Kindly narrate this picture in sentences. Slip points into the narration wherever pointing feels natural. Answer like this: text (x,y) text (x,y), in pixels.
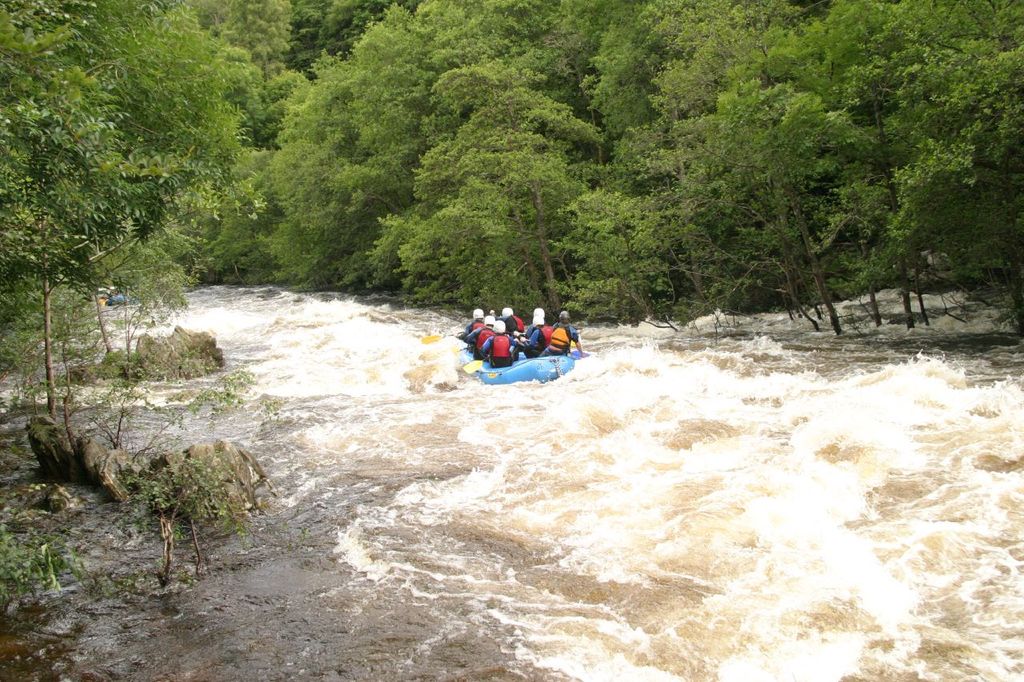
This image consists of few persons (509,358) sailing in the boat (517,368). At the bottom (558,553), there is water (644,539). On the left (35,354) and right, there are trees (549,309).
